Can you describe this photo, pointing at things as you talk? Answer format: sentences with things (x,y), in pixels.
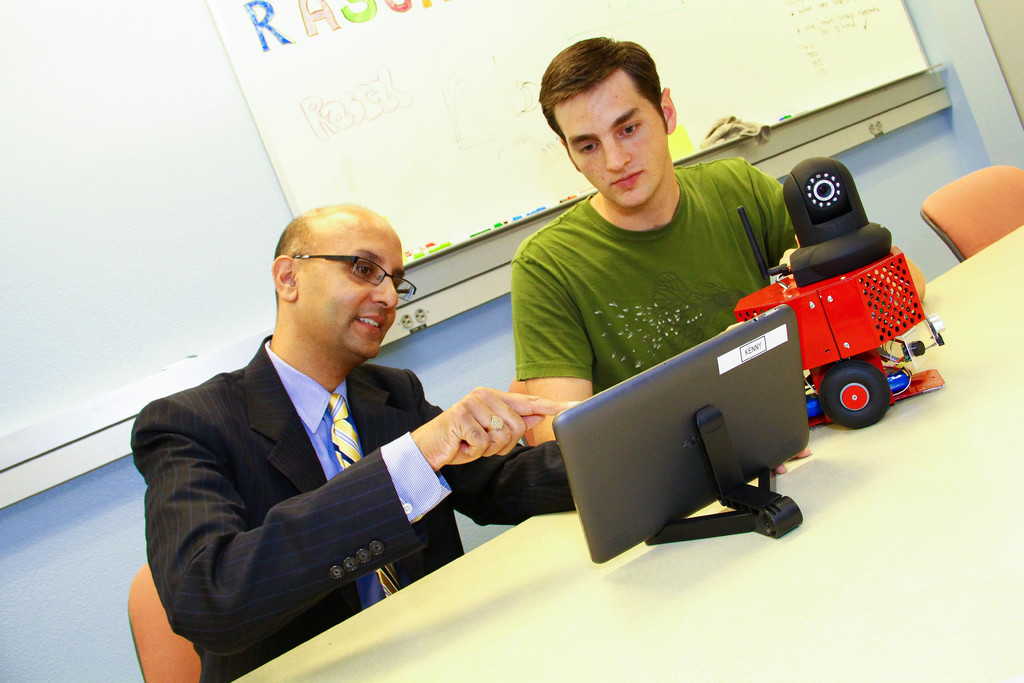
In this image, we can see two people (381,472) are sitting on the chairs (147,640). At the bottom (599,637), there is a white table (617,614), few objects (863,303) are placed on it. Background there is a wallboard (472,157). Left side of the image (321,365), we can see a person (364,339) is wearing glasses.
